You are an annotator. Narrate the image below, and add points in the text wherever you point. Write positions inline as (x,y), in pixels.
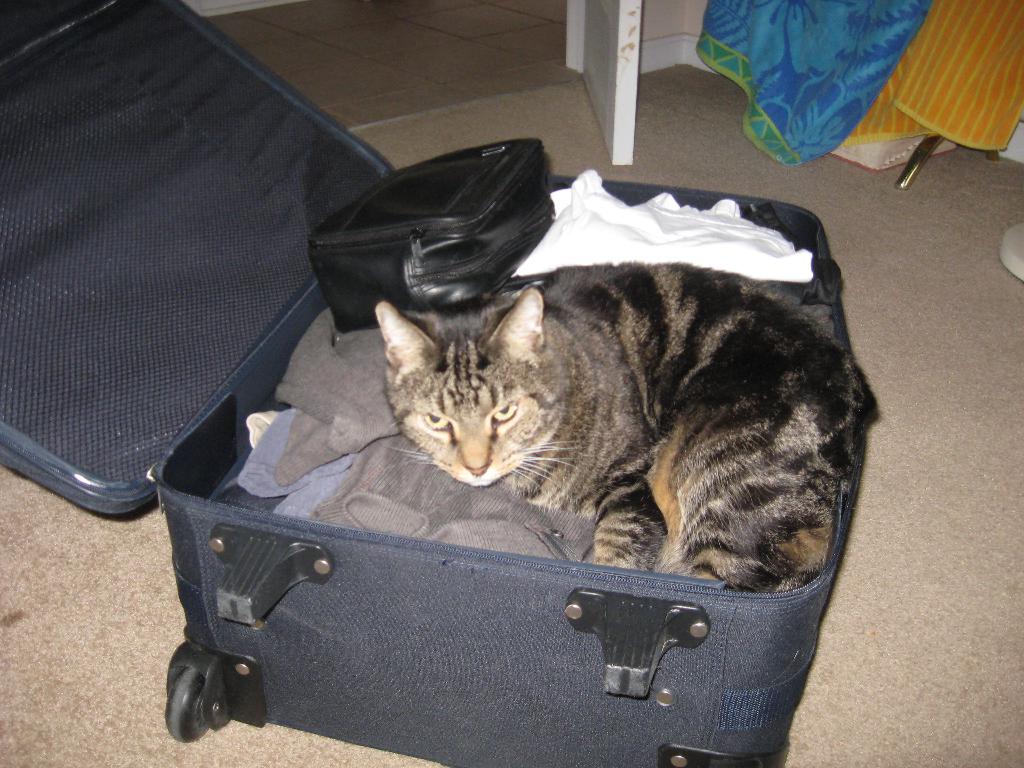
This is a suitcase (352,577) with some clothes (355,416), black bag (482,235) and a cat (651,355) inside. At background (758,66) I think this is the blue cloth (831,70) hanging.
